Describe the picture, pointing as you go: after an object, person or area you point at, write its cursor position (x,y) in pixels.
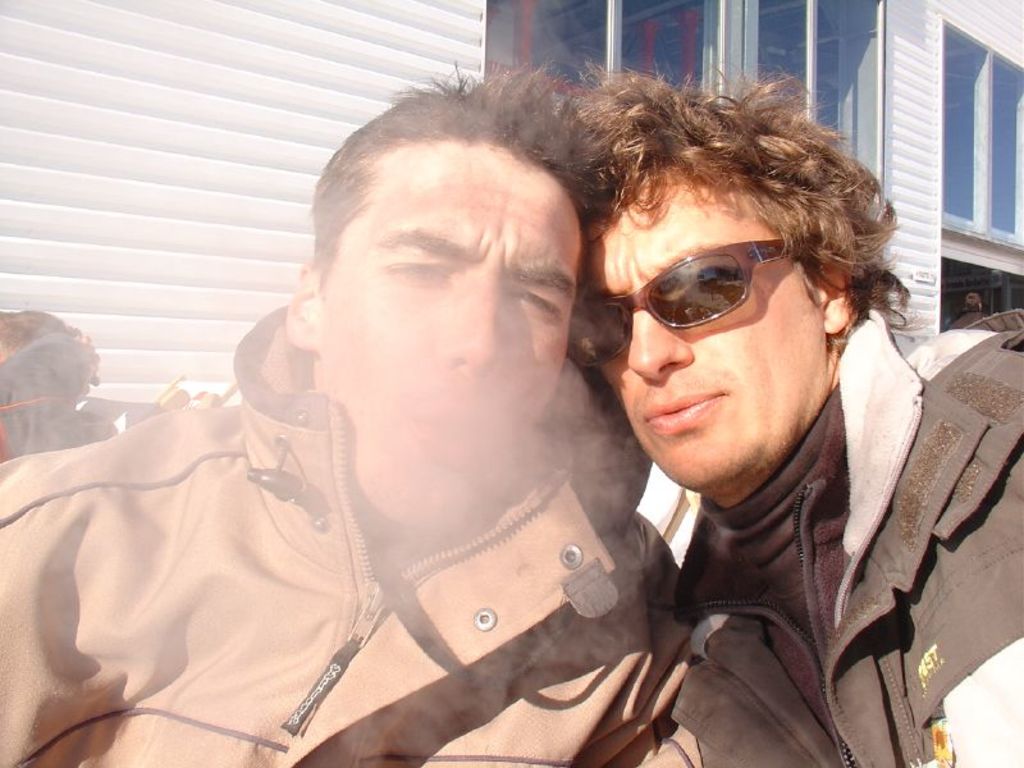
In this image I can see two persons (402,563). The person (886,355) at right (946,605) wearing black color jacket (910,596) and the person (504,597) at left (219,635) wearing brown color jacket (282,613). Background (749,16) I can see few windows (705,36) and wall (76,163) in white color.
